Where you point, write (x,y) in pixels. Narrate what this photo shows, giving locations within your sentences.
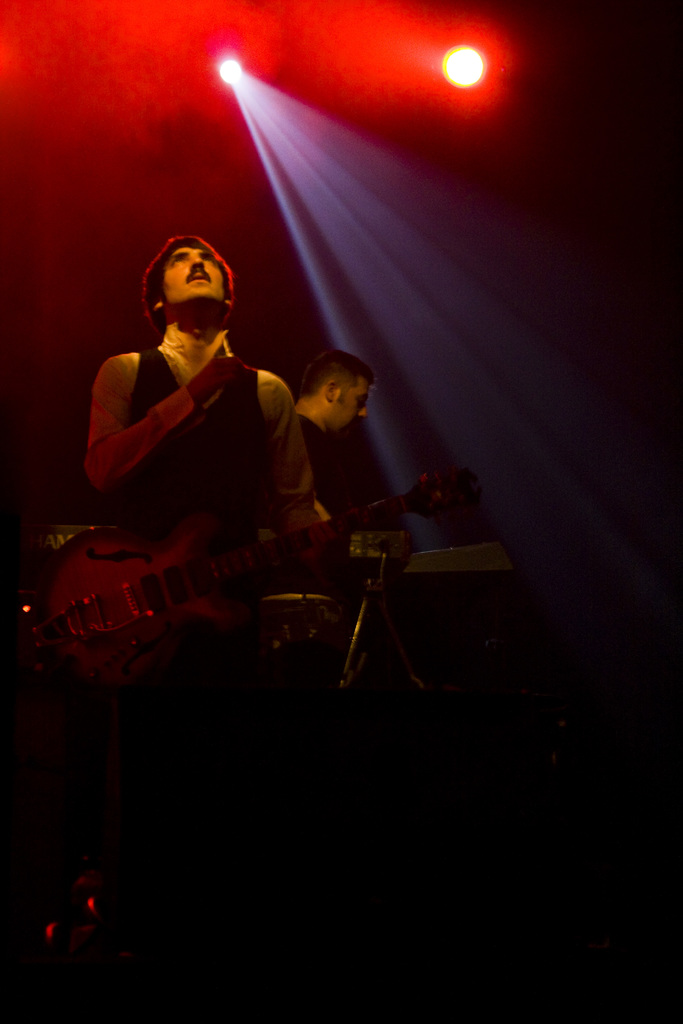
Here we can see a person (184,274) standing and holding a guitar (204,556) in his hands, and at back (347,390) a person (343,400) is standing, and at above here are the lights (444,74).
